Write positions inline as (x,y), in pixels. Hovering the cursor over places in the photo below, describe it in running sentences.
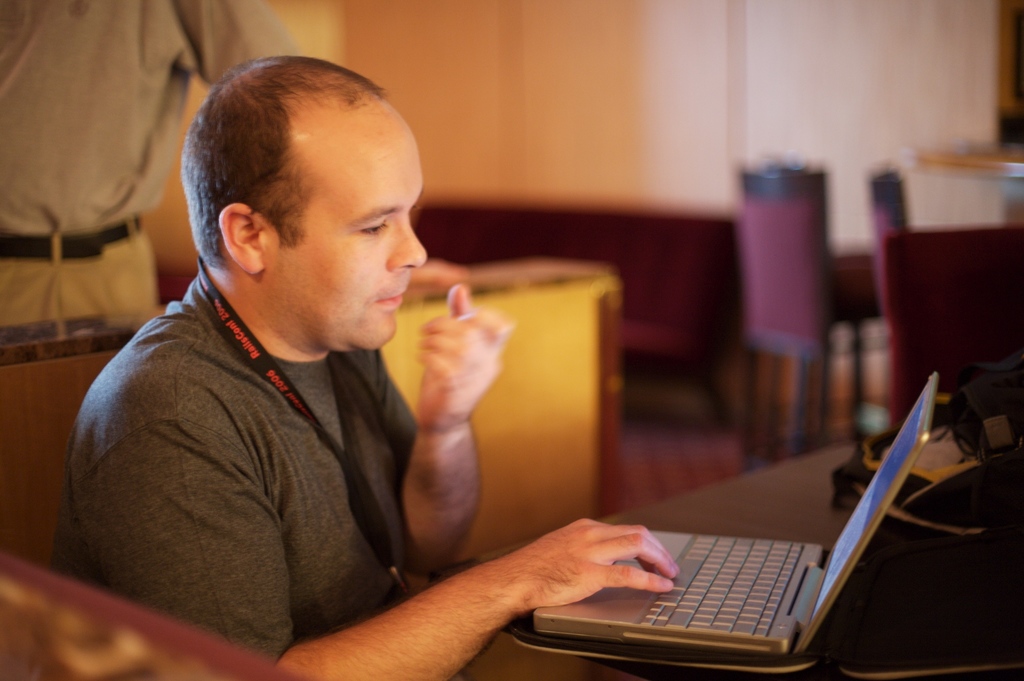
In this image, we can see a man (246,453) sitting and he is using a laptop (792,605), on the left side (69,214) there is a person (48,226) standing, we can see the chairs (790,298) and a wall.
